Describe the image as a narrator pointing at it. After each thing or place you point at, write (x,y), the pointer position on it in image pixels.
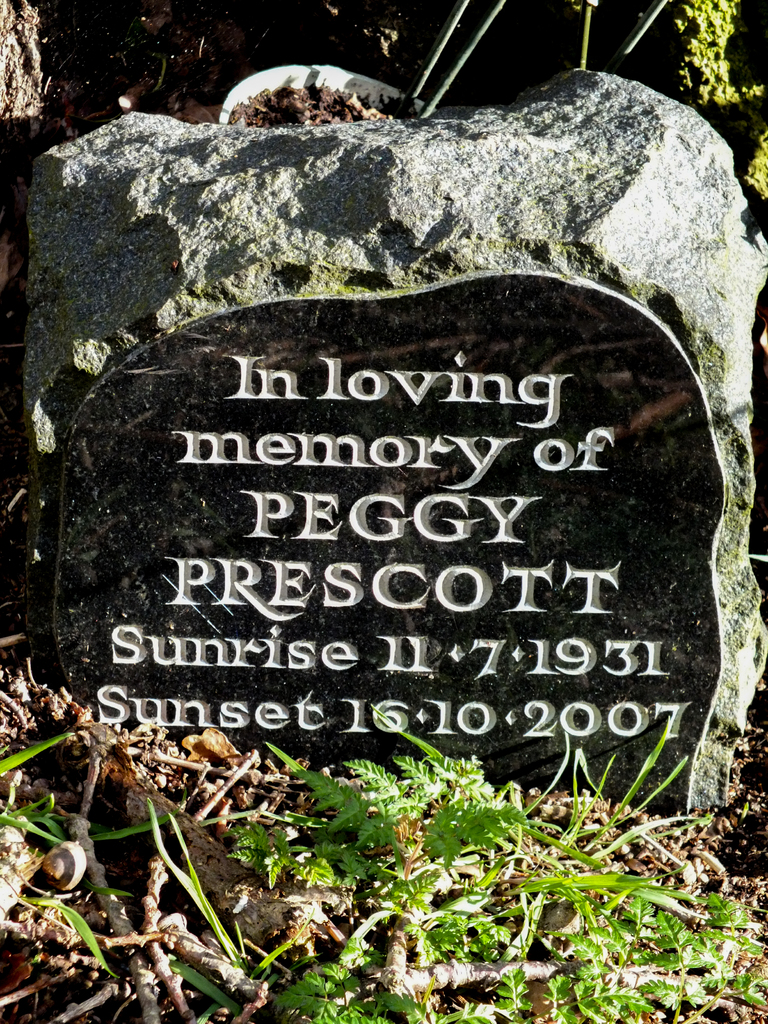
In the picture there is some text (300,709) present on the stone (566,722), there are some dried twigs (576,970) and small plants (683,939) present on the ground (26,902).
